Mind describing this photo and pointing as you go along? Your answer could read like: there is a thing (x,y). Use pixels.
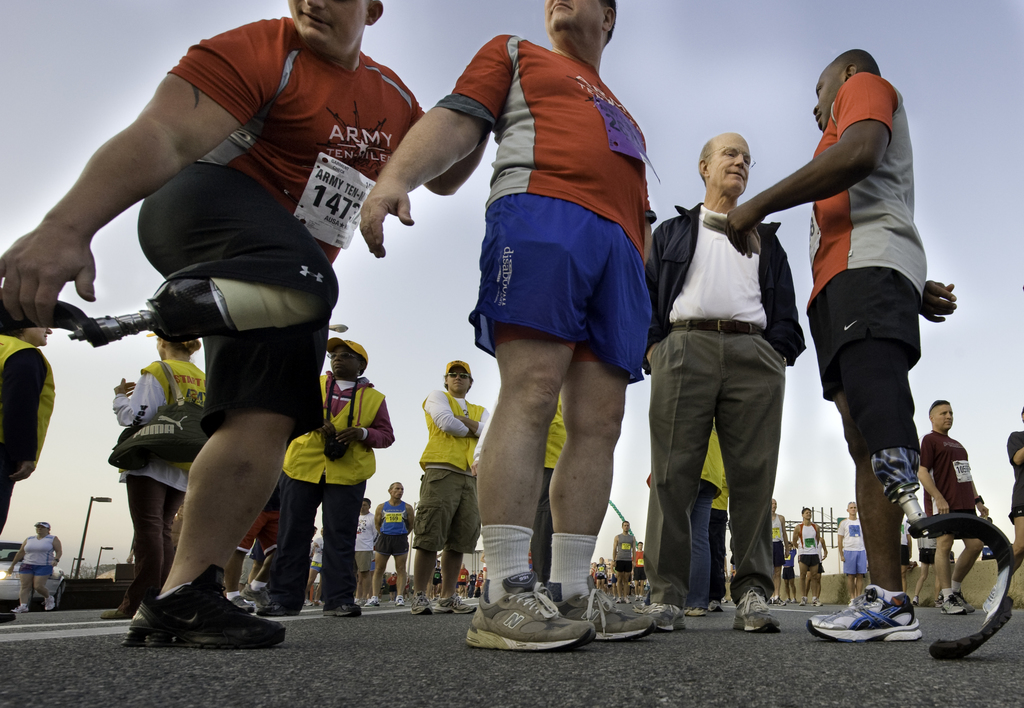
In the image I can see a some people (755,397) who are wearing the shoes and also I can see a person (223,393) with the synthetic leg (89,328).
